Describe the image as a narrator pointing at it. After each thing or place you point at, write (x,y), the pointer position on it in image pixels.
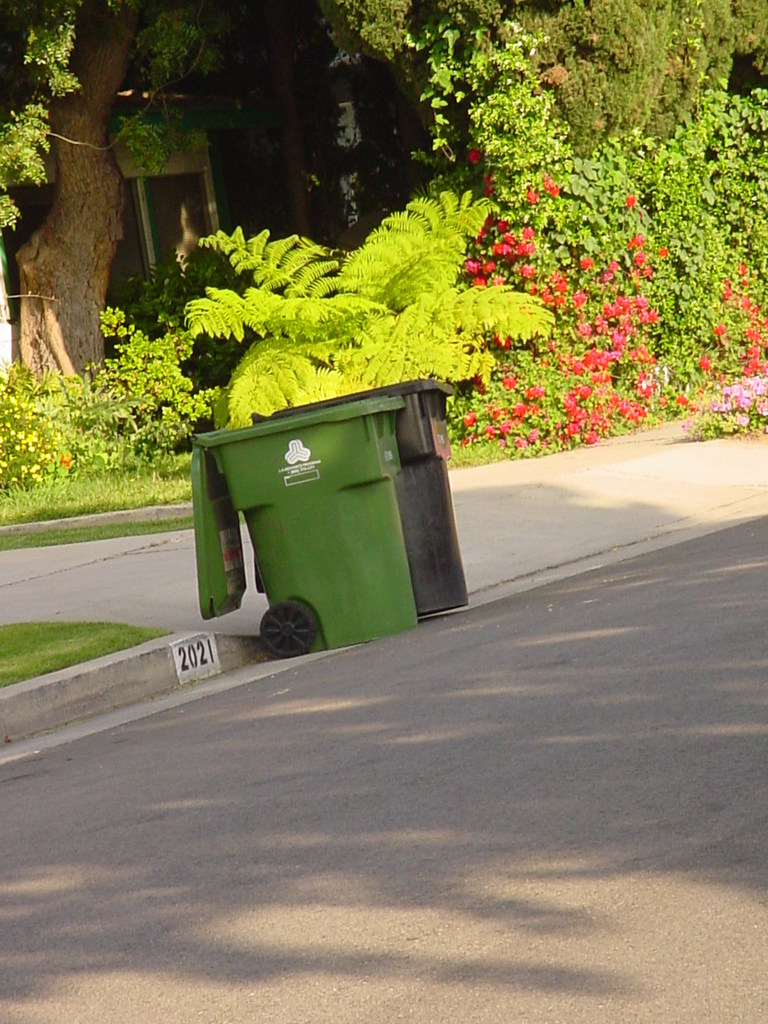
In the foreground of the image (304,509) we can see two trash cans (404,510) placed on the road (307,736). In the background (550,360) we can see group of plants (537,197), building (235,143) and a tree (34,251).
